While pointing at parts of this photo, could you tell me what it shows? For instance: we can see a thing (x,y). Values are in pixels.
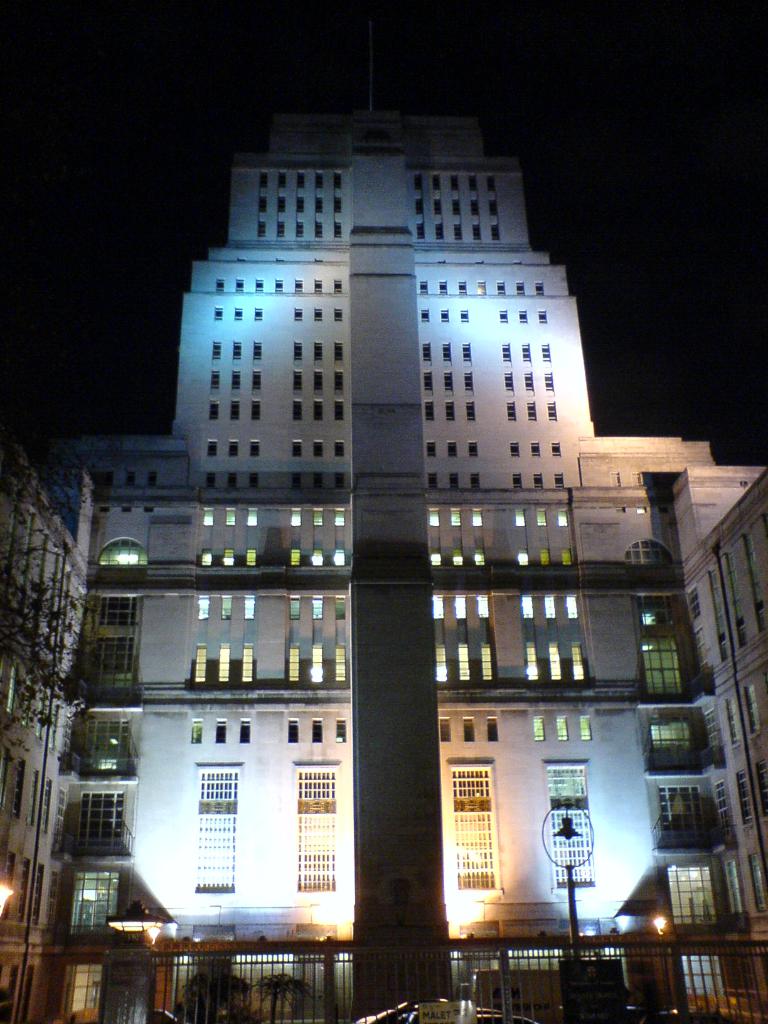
In the center of the image (416,569), we can see a building (112,656) and a tree (27,621) and we can see a pole (575,951), fence (228,988) and some vehicles (492,1014) and the background (581,67) is dark.
